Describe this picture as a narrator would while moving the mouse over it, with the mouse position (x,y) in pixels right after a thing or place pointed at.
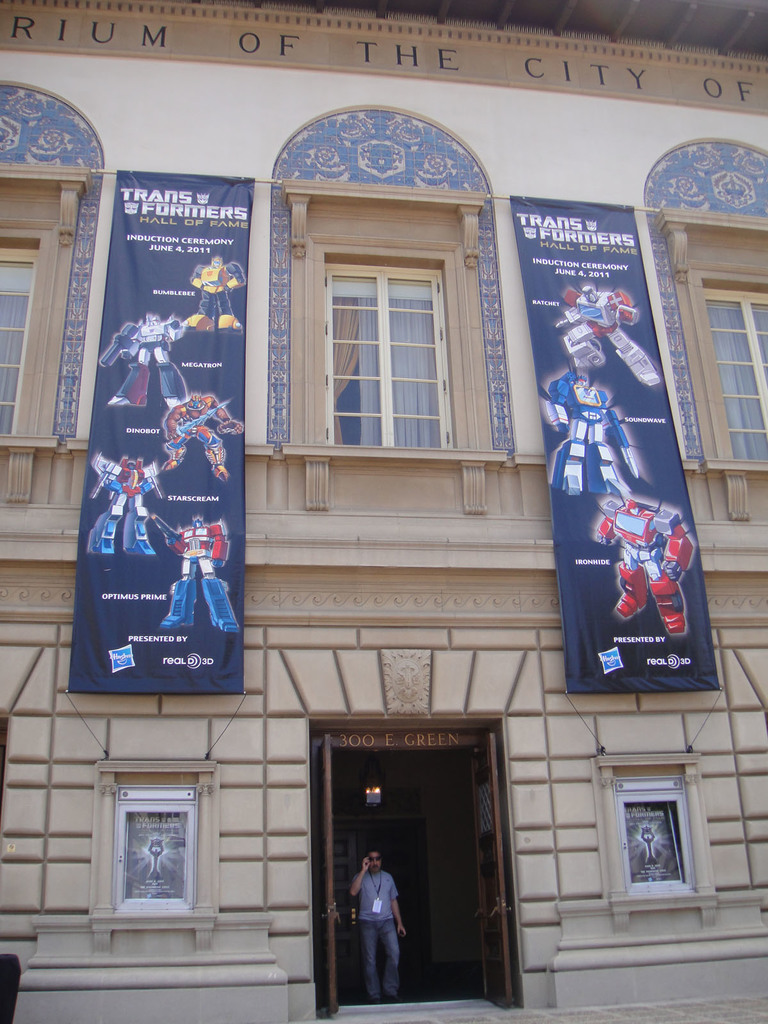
In the foreground (697,94) I can see a building (517,895), boards (244,548), posters (603,417), windows (715,348), person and a door (490,949). This image is taken may be outside the building (442,776).
